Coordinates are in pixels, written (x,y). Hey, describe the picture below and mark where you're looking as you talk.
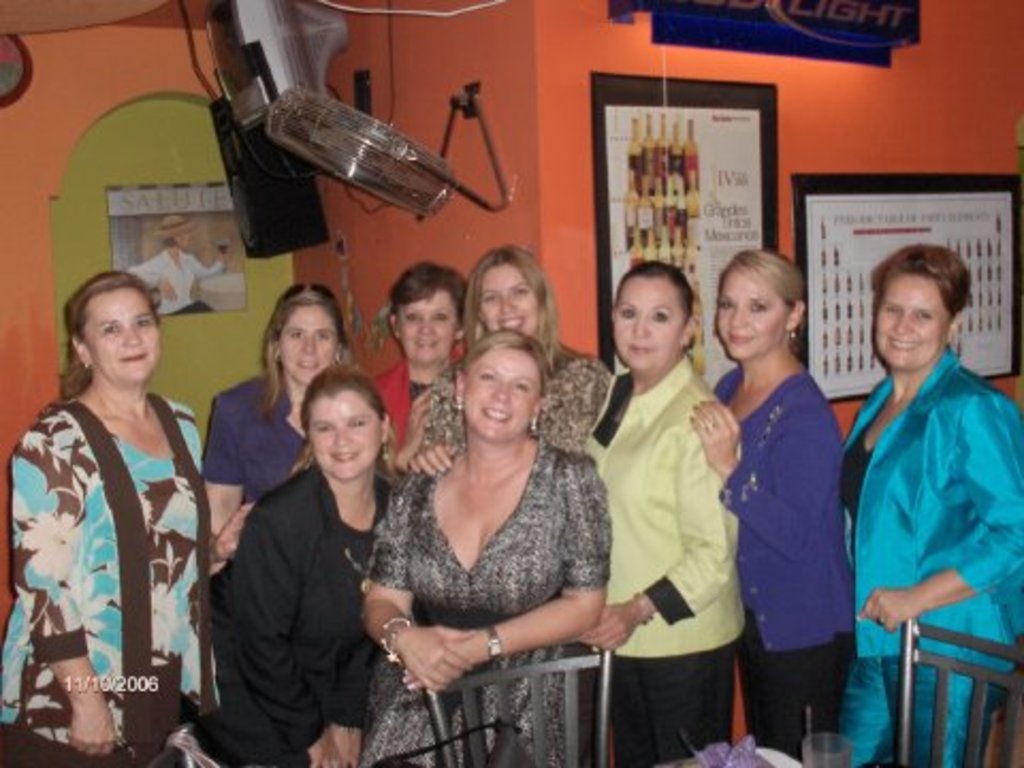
Here we can see a group of people (833,616). These people (919,579) are smiling. In-front of these people (651,486) there are chairs (939,666). Pictures (697,226) are on the wall (391,49). Beside this television (221,53) there is a speaker (245,129) and wall fan (374,150).
